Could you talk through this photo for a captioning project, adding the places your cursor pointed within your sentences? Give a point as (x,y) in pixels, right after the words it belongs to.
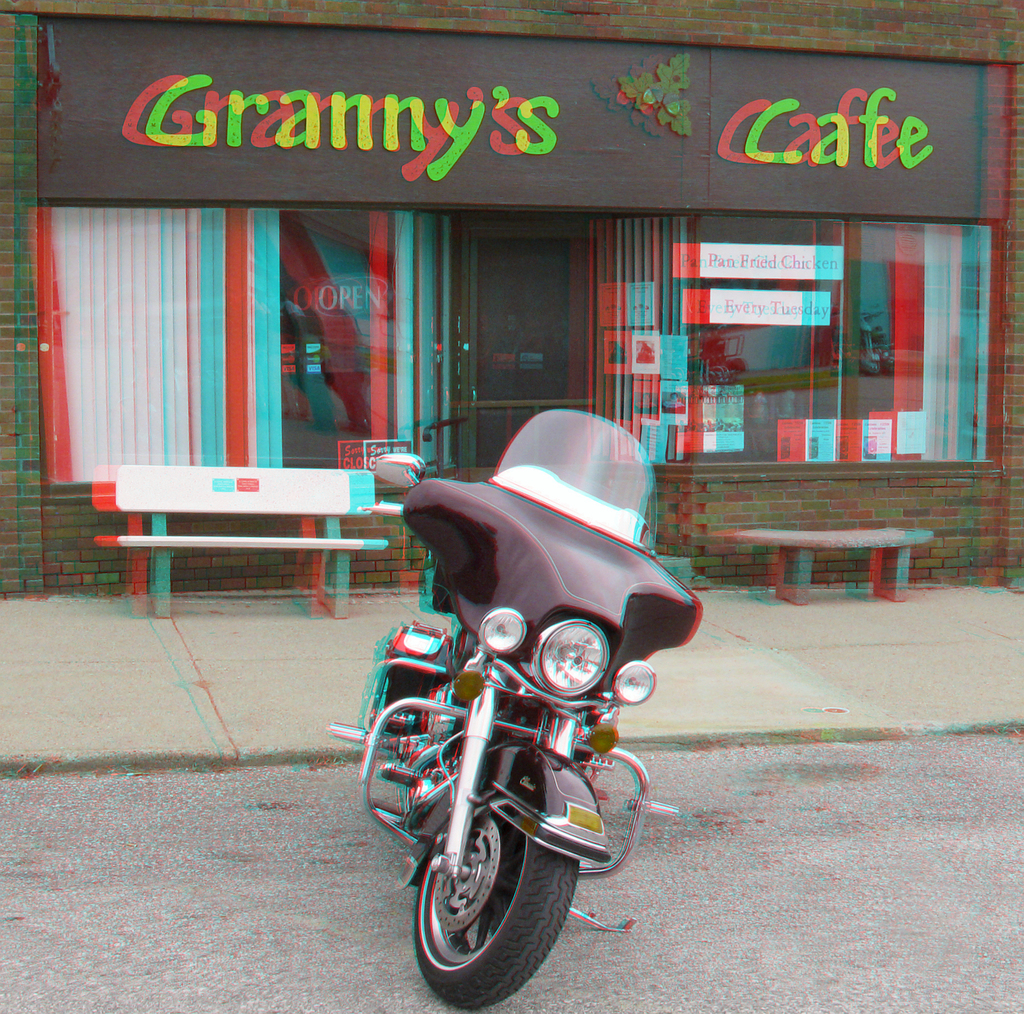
In this image at front (622,486) there is a bike (505,765). Behind the bike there are two benches (933,537). At the back side (653,284) there is a building (505,224).
